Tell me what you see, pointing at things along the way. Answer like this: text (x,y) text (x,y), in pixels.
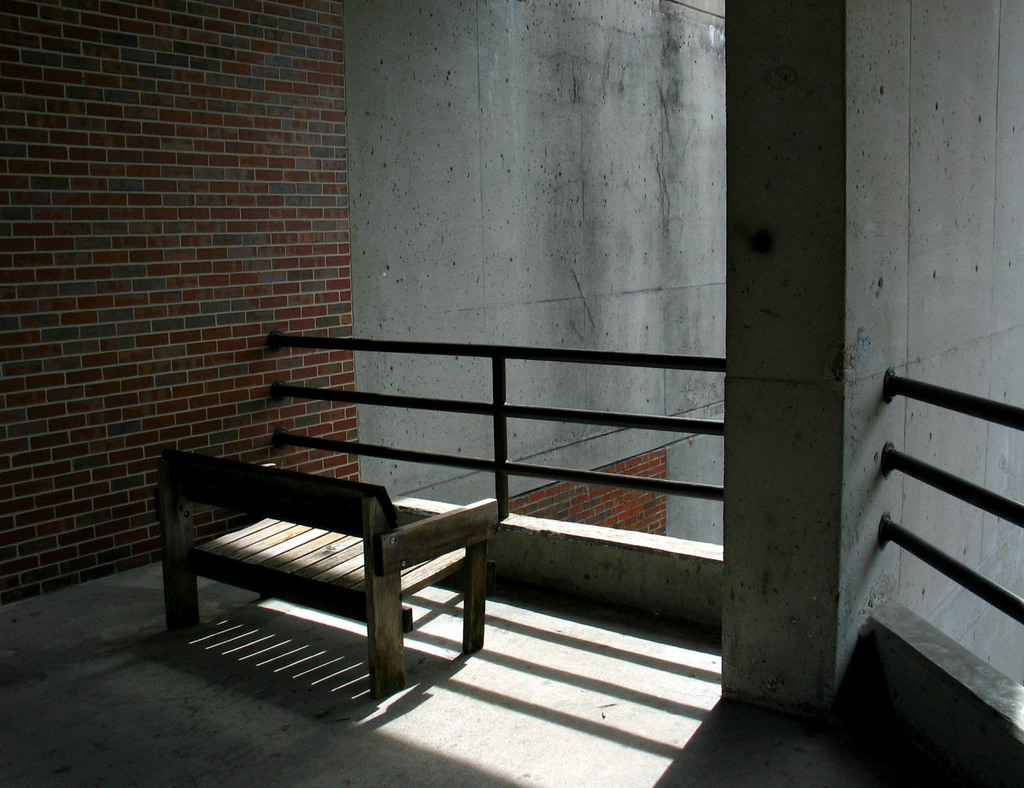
In this image we can see there are walls (495,218) and there is the railing (653,364). There is the bench (385,621) on the floor (413,632).
